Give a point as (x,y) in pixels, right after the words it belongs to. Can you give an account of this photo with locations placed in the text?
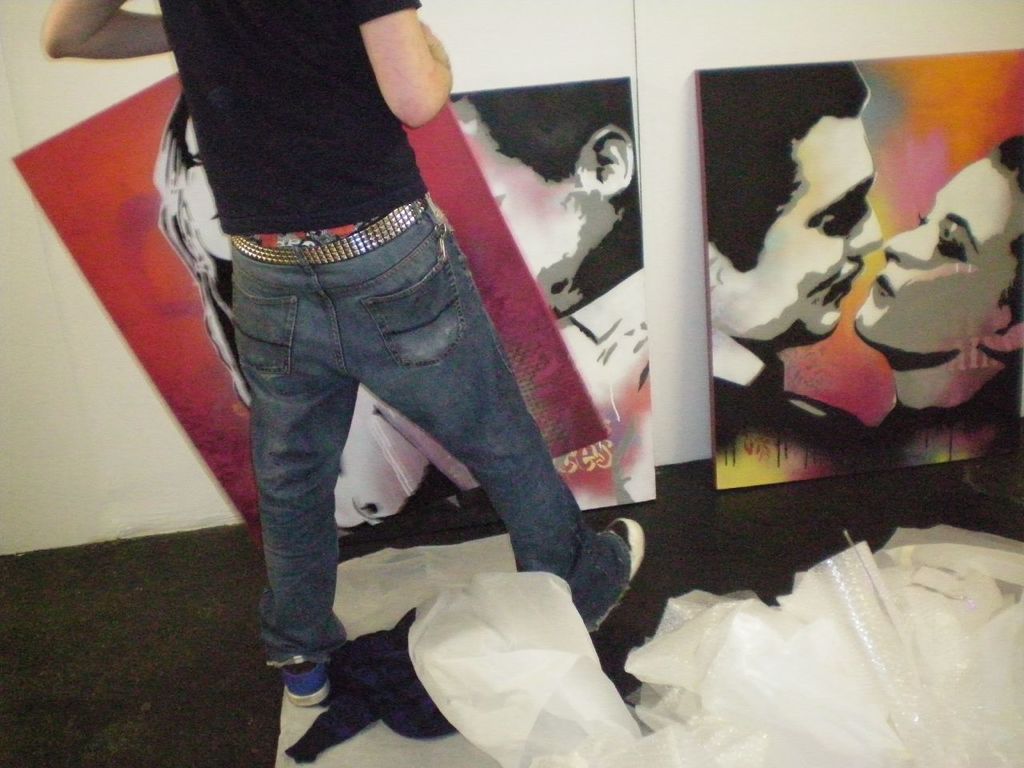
In this picture we can see a person (449,300), in front of the person (344,172) we can find few posters (571,245) and also we can find few bags (569,650).
